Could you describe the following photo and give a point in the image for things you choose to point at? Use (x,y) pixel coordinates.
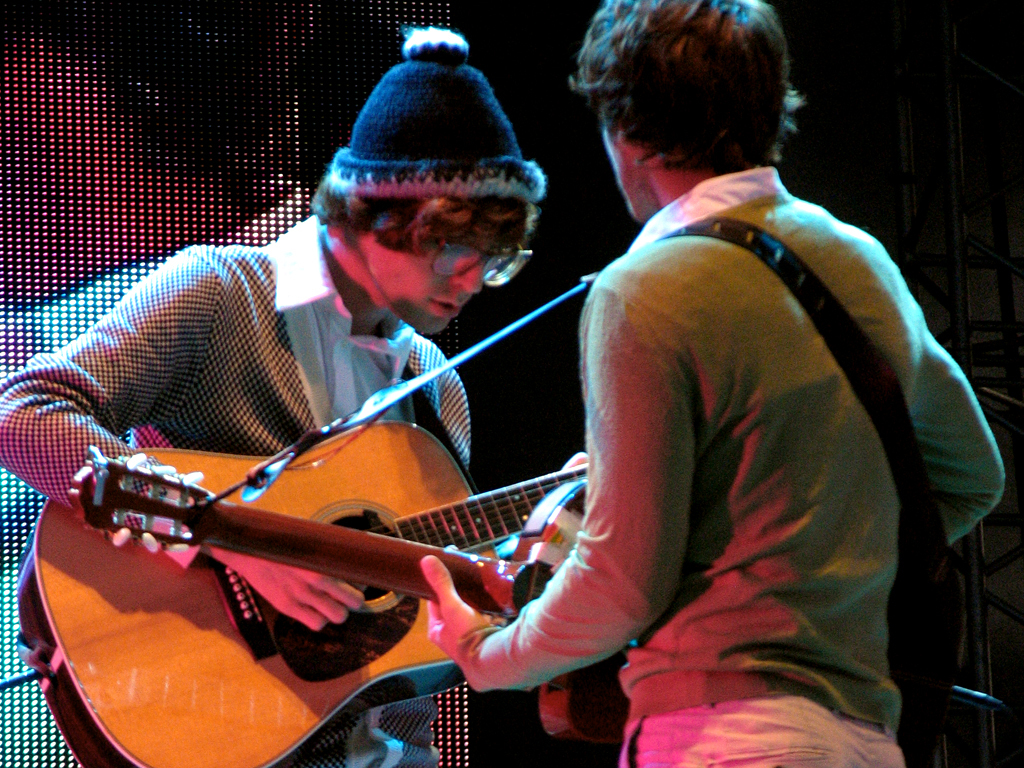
In this image i can see there are two persons (348,212) among them the person (357,337) on the left (314,330) is wearing a cap (410,146) and they are playing a guitar (450,565).
